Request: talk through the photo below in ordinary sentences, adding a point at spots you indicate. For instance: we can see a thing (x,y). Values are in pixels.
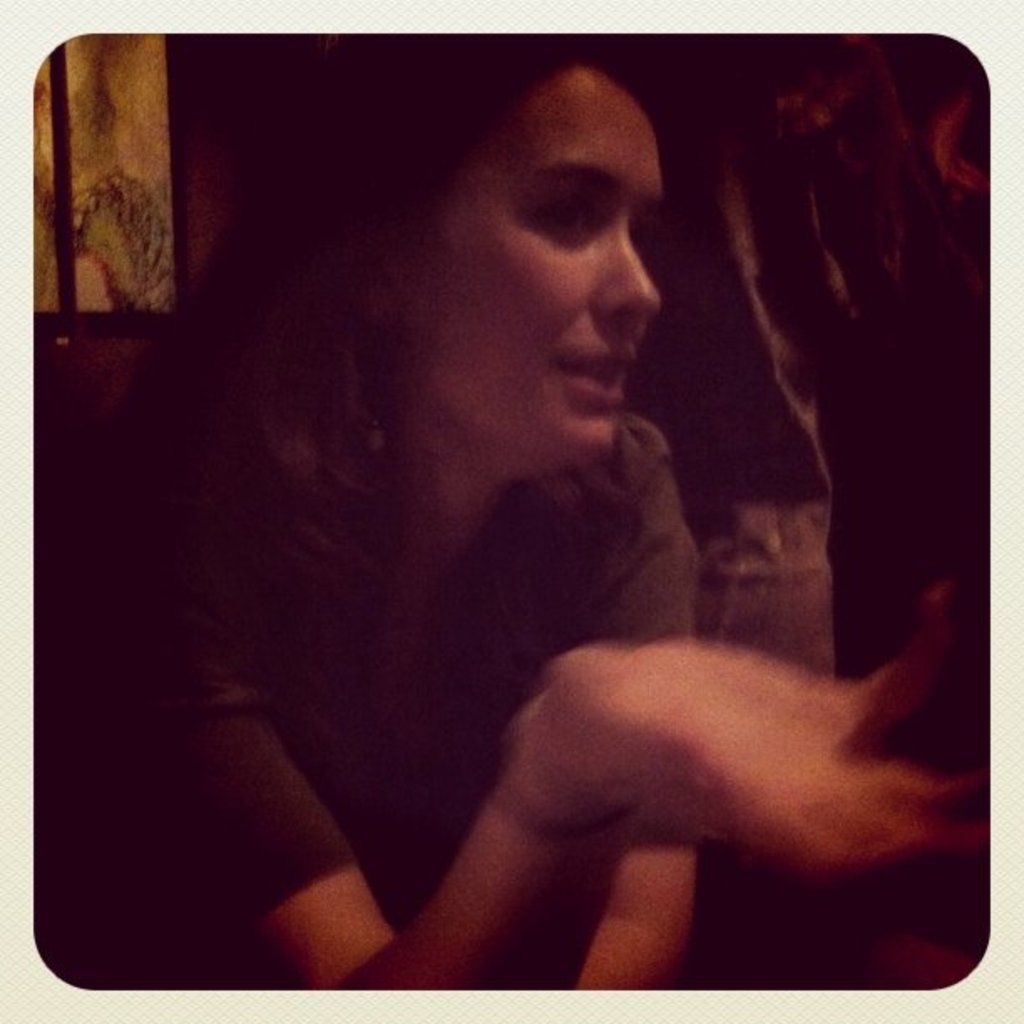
In this picture there is a woman (594,133) who is wearing t-shirt (466,770) and she is sitting. In the top left corner (41,287) it might be window (54,291) or lamp (54,288). On the right (814,343) I can see another person (945,161) who is wearing the shirt (775,330).
